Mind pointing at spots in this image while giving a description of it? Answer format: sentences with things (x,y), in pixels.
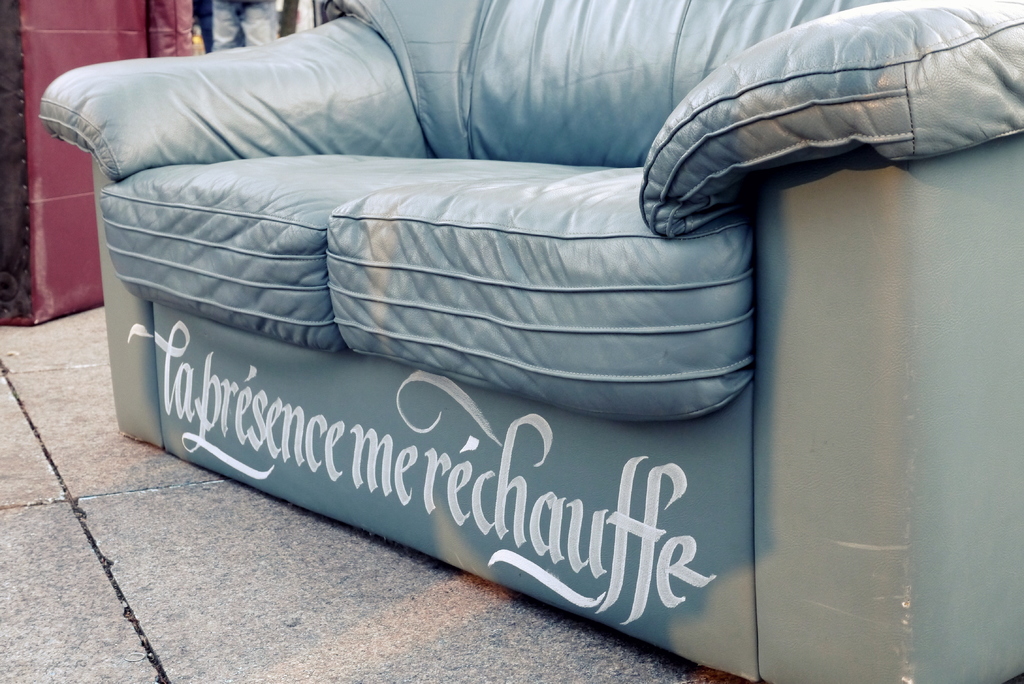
In this image we can see one big sofa (360,499) with text (642,566) and some objects (110,59) on the surface (42,420).
